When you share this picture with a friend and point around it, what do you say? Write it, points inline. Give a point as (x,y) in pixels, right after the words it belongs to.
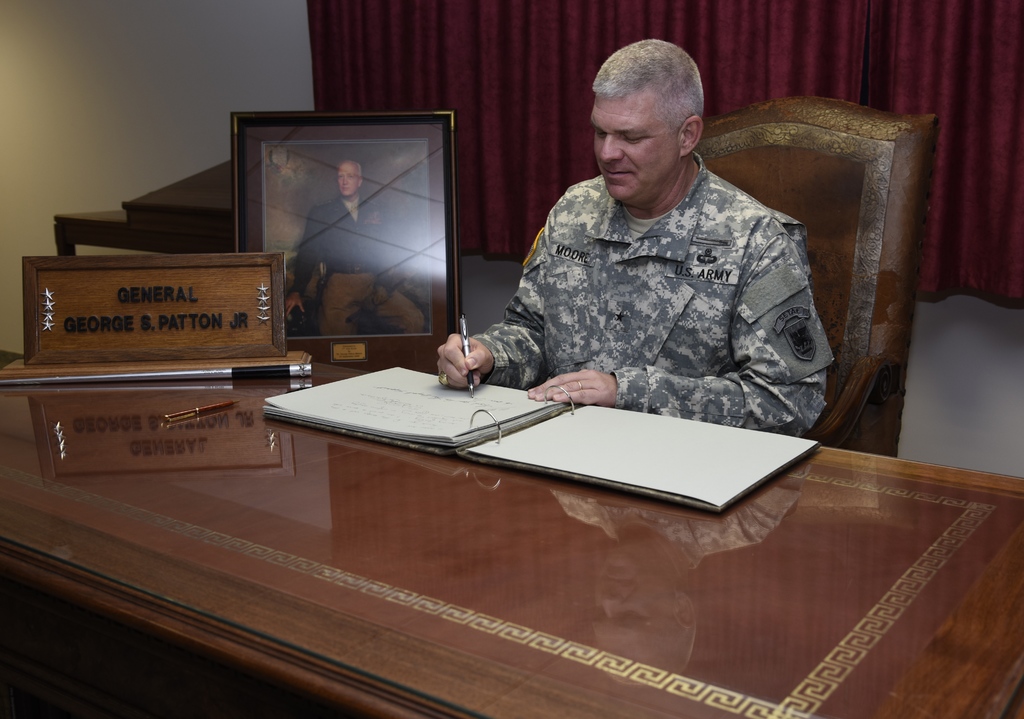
In this picture we can see man (677,262) sitting on chair (850,222) and writing with pen (470,386) on book (556,465) placed on table (265,485) along with name board (225,347) and aside to him we have a frame (326,211) and at back of him curtains (366,52), wall (167,61).
